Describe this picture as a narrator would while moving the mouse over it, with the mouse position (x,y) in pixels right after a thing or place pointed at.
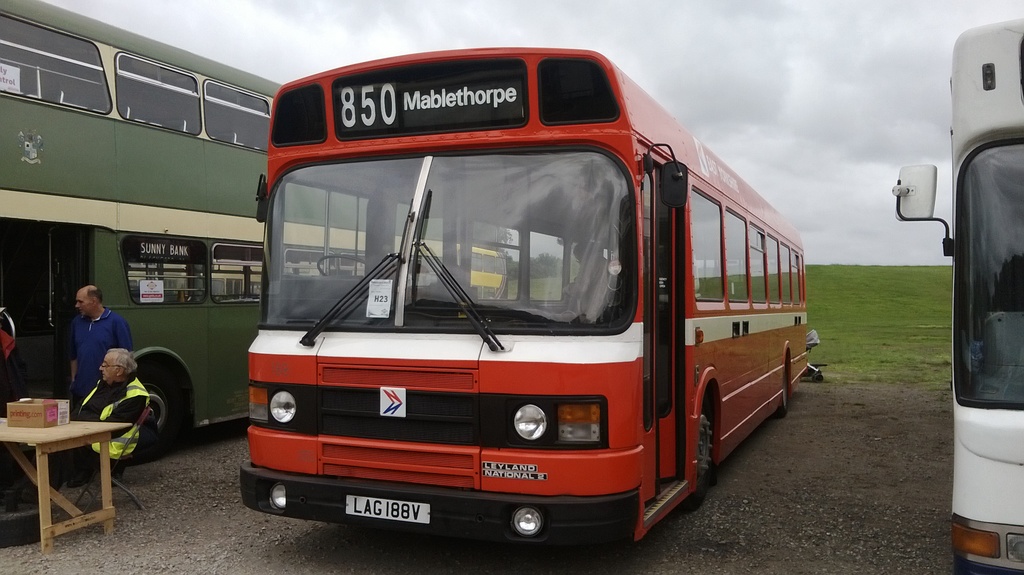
In this image I can see three buses (630,316). To the left of red bus (409,407) there are two people (86,329). In the background (635,63) there is a sky (814,143).
